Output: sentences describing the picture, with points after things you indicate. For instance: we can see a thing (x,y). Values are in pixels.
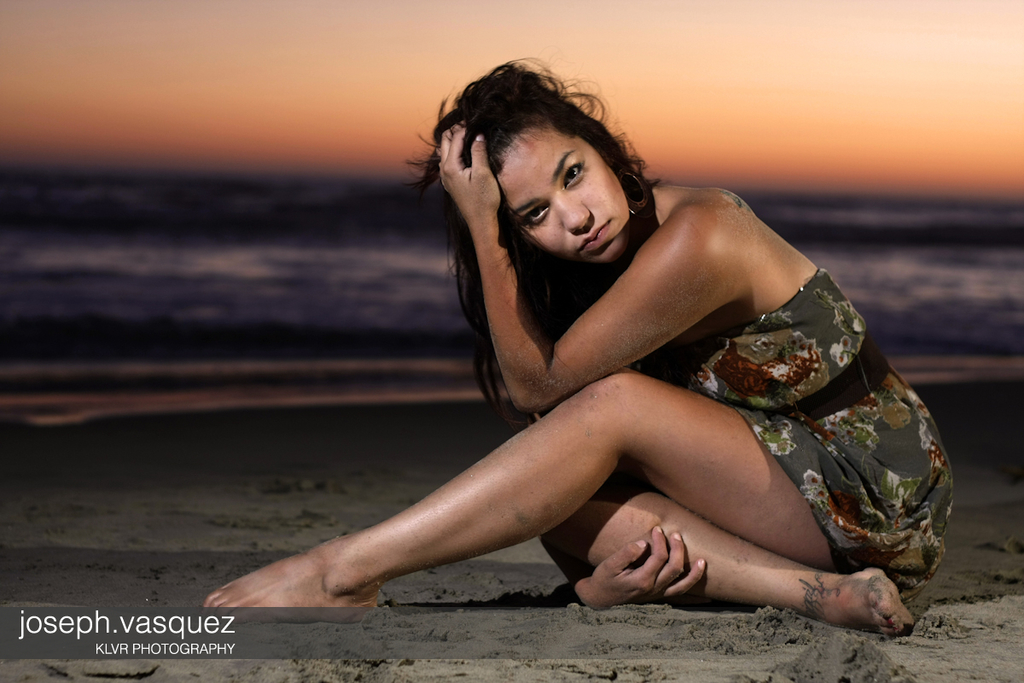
In this image in the center (612,438) there is one woman (736,515) who is sitting, at the bottom (388,612) there is sand (762,612). In the background (901,306) there is a beach (901,306).
